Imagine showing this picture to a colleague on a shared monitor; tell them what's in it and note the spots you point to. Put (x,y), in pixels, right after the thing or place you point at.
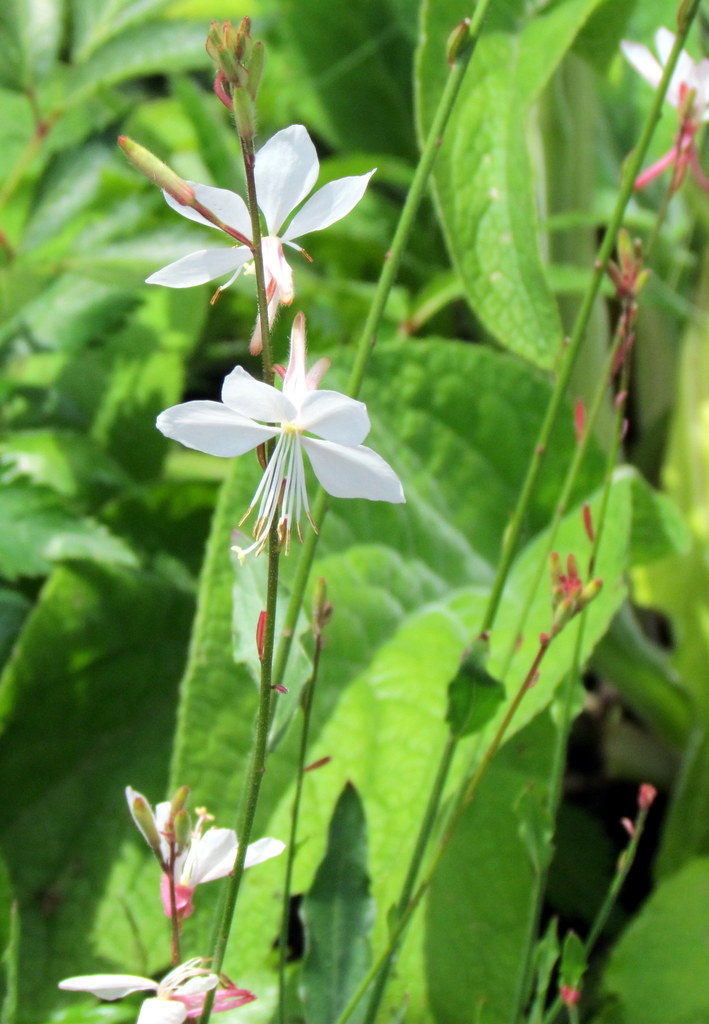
In this picture we can see some leaves (140,306), we can also see white color flowers (284,409) and pollen grains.
